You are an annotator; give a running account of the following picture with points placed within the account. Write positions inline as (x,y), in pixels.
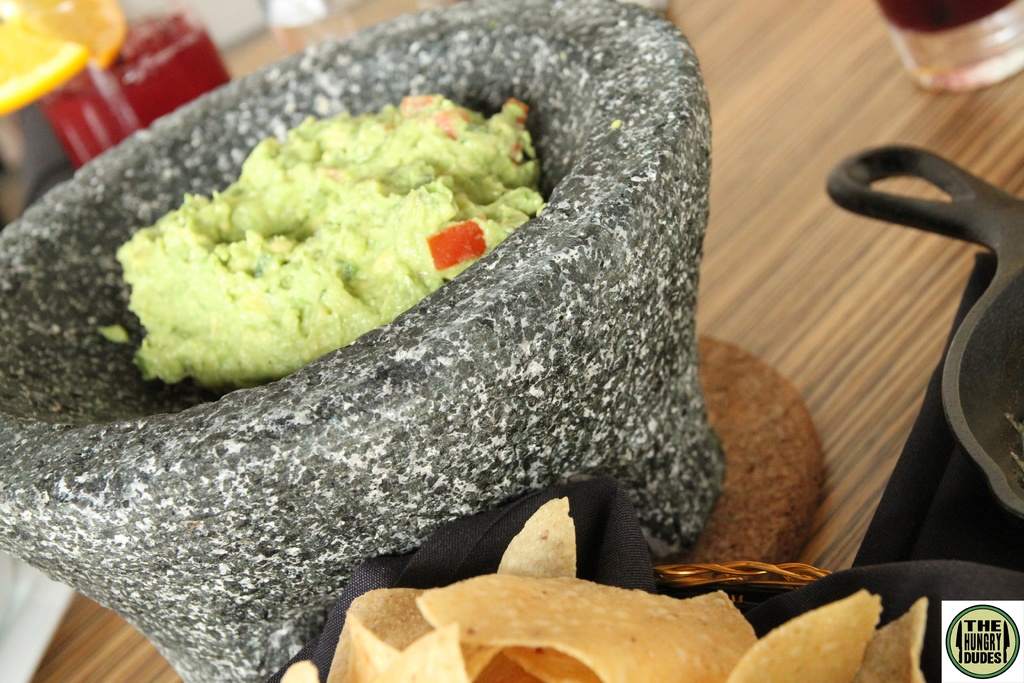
In this image we can see a wooden surface (807,217). On that there is a mat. On the mat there is a stone object (625,314) with green color paste (343,233). Also we can see chips (700,628) in a black cloth (779,612). And there is a pan (910,222) and some other objects (181,83).
